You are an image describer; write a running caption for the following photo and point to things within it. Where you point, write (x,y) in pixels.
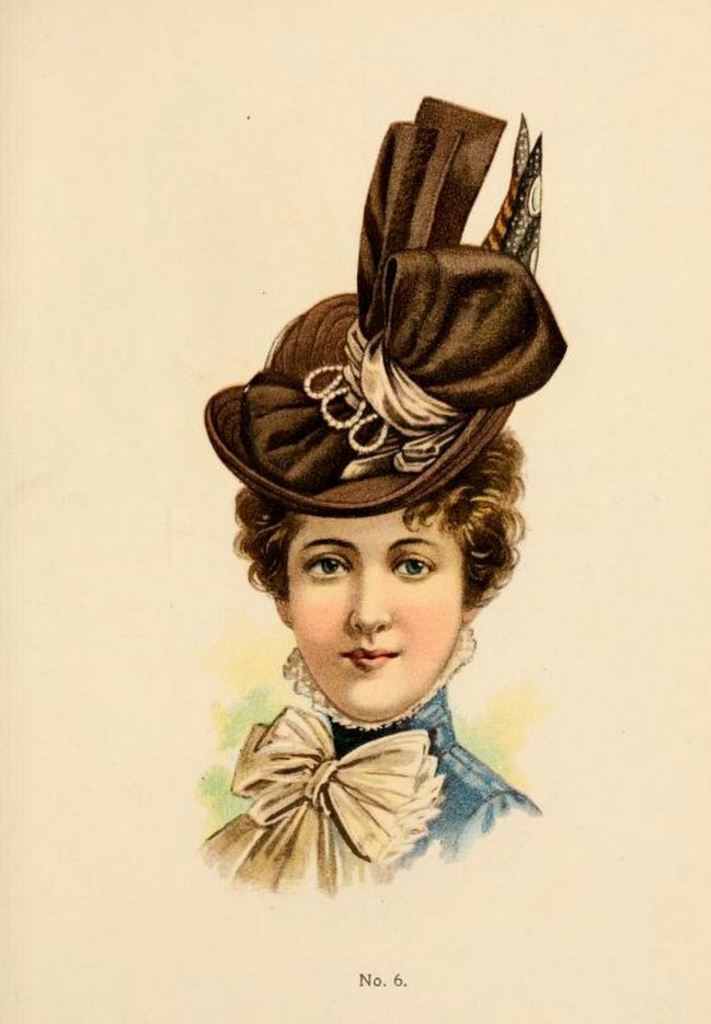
In the picture I can see a painting (333,571) of a woman (332,680). The woman (345,767) is wearing a hat (345,479) and some other objects (326,881). I can also see something written on the image.
